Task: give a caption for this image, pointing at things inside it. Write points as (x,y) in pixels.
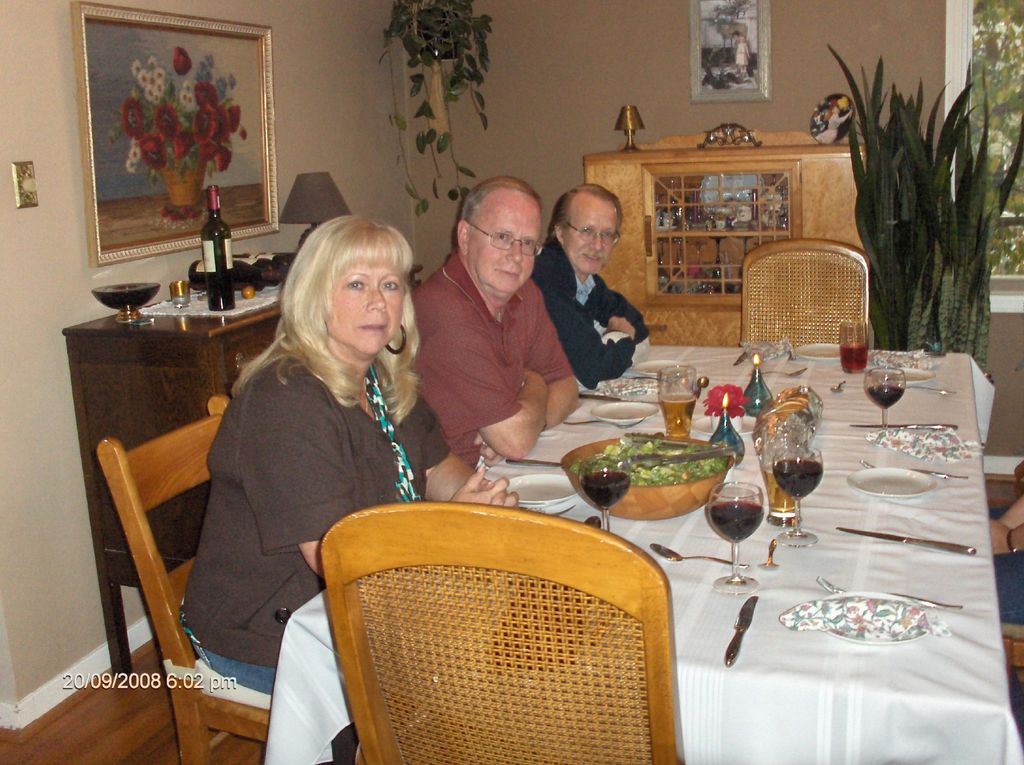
In the image we can see there are people (328,383) who are sitting on chair (477,565) and on table (915,549) there is bowl (672,504) in which there is salad (668,479) and in wine glasses (788,464) there are wine (604,479) and there is empty plate (899,476), knife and fork (929,605) and behind on the table (182,348) there is bowl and wine bottle (222,264) and on the wall (64,128) there are photo frames (734,89).
